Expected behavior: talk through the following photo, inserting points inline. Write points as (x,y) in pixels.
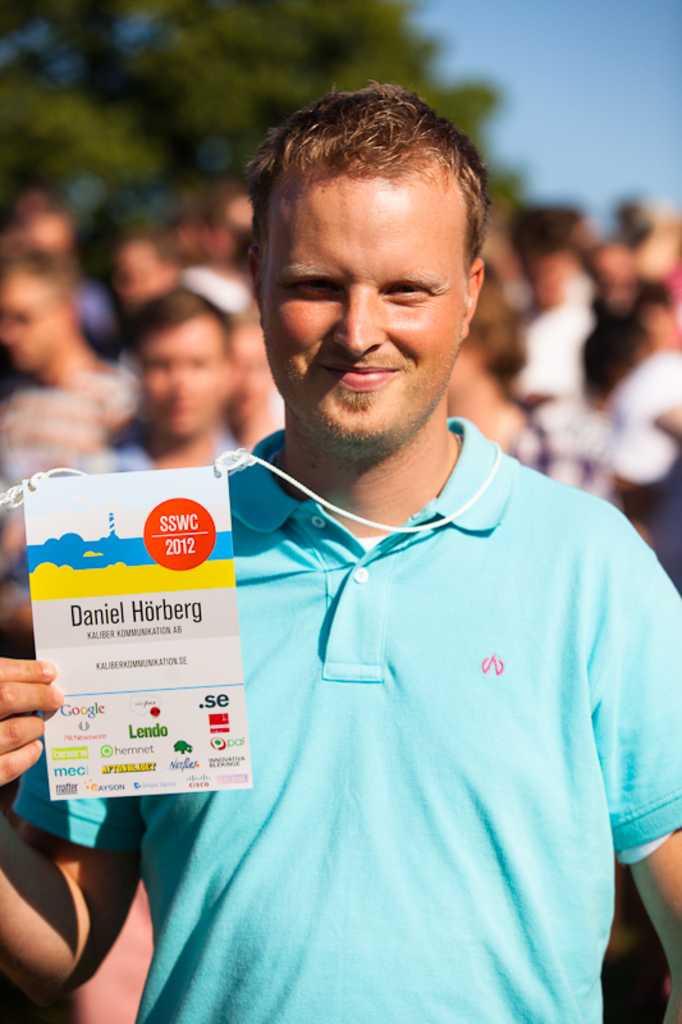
In the image we can see there is a person (403,711) standing and he is holding an id card (143,638) in his hand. Behind there are other people (144,364) standing and the image is blur at the back (197,391).
